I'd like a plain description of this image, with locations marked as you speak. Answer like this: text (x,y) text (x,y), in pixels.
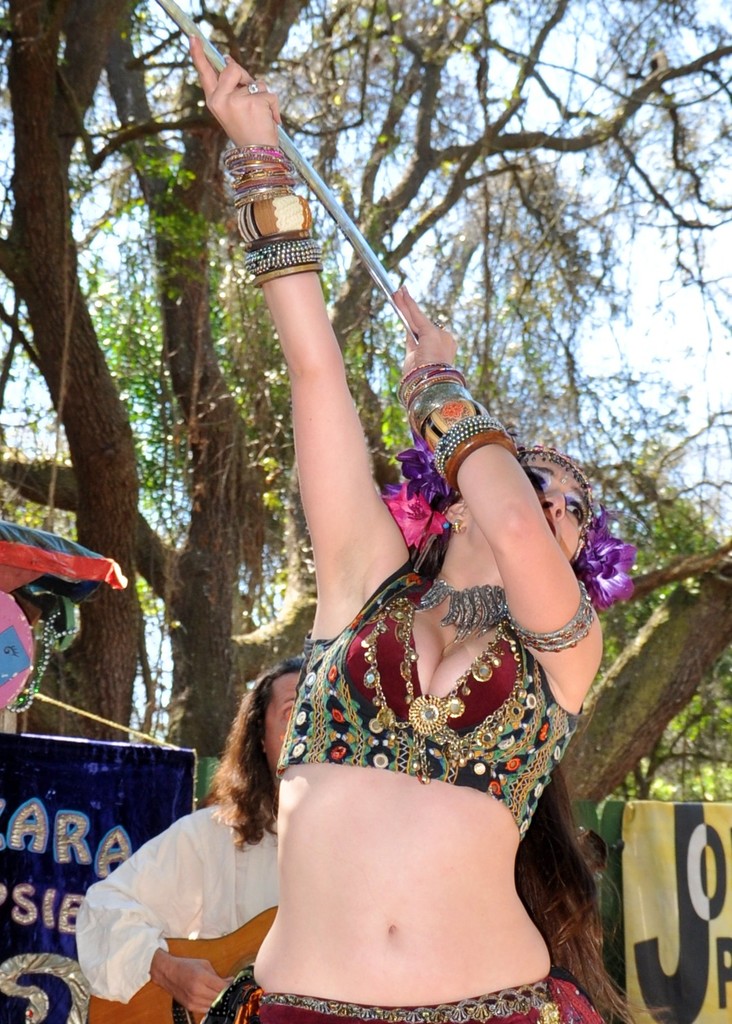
In the foreground of this picture (404,344), there is a woman (419,598) holding a rod (363,240) and seems like she is dancing and in the background (265,848), there is a man (217,905) with guitar (150,1014), banners (81,767), trees (126,390) and the sky (719,329).
